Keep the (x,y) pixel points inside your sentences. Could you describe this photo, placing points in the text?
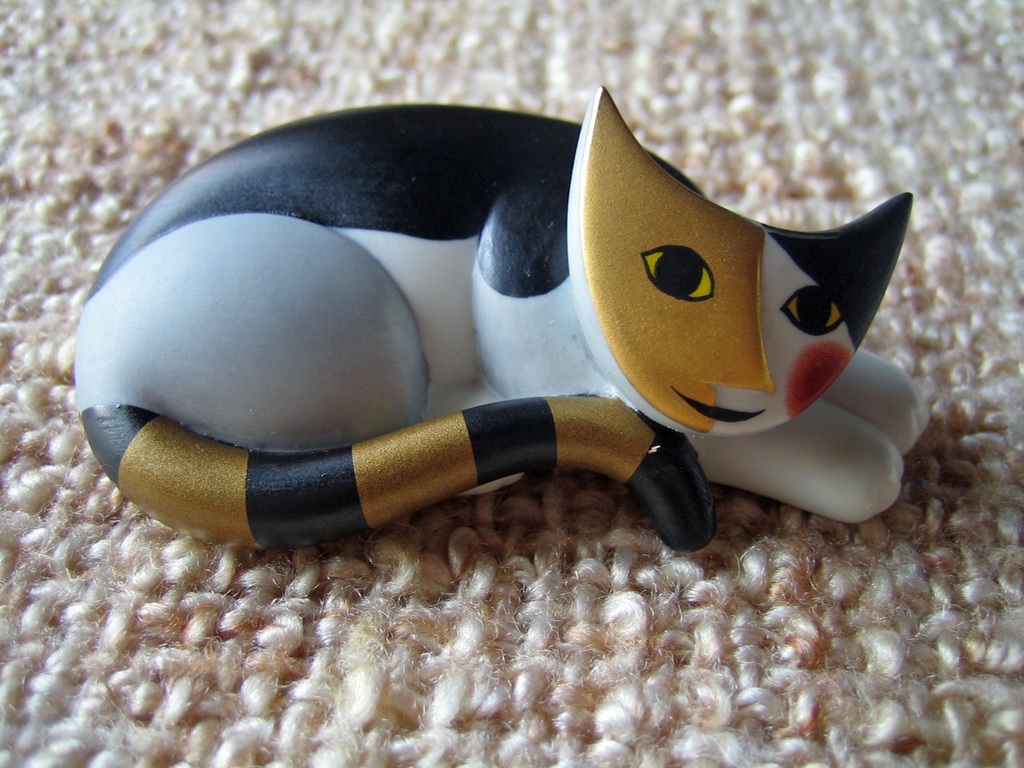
In this image, in the middle (641,270), we can see a toy (553,251). In the background (28,518), we can see a mat (11,702).
